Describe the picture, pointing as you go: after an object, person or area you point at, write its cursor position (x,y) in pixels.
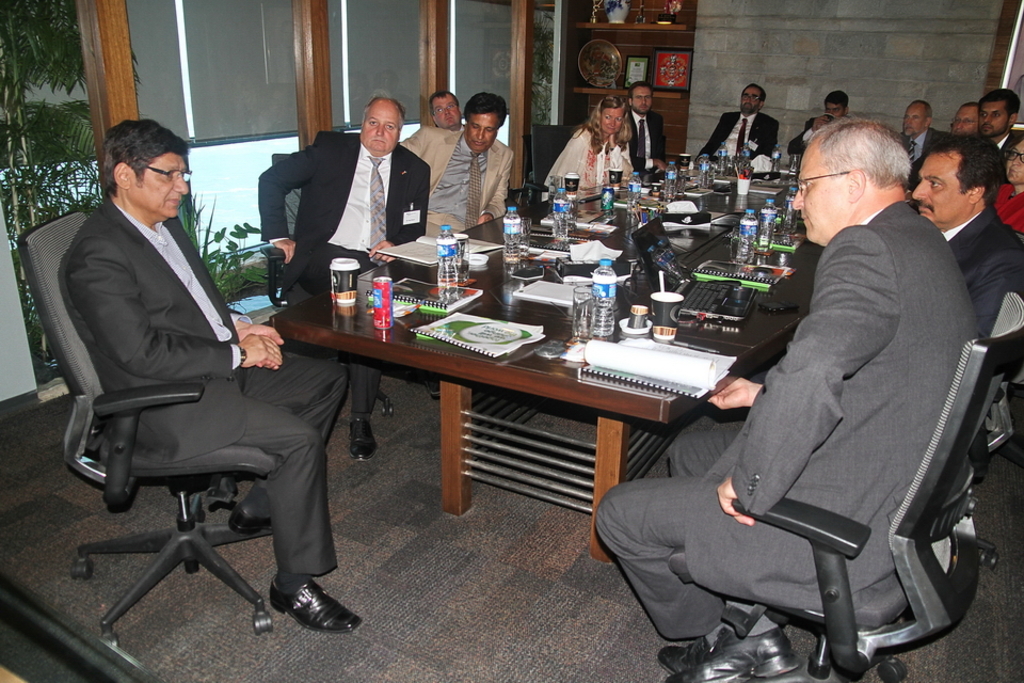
In this image i can see few people (165,185) sitting on the chair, there are few bottles (511,224), glasses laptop (689,297) on a table (748,344), at the back ground (201,91) i can see a glass door (165,60), a tree (80,75) and a wall (809,45).
